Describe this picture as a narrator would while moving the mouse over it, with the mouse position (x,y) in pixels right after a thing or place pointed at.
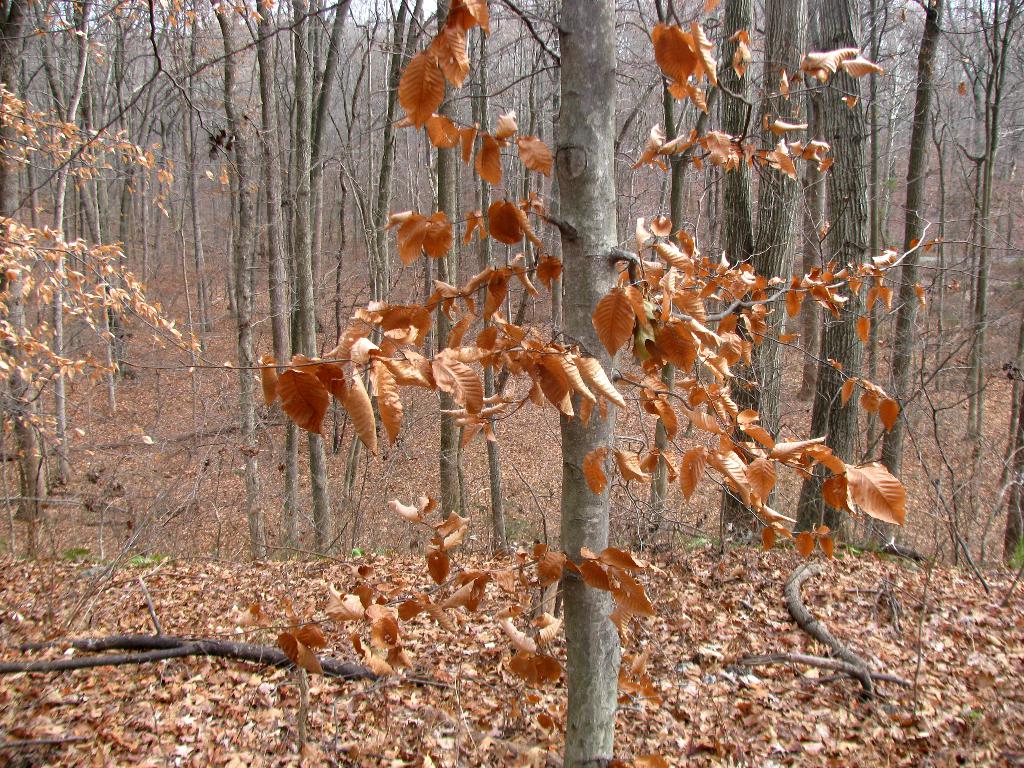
In this picture we can observe some dried leaves (411,334) to the trees (57,156) which were in brown color. There are some wooden logs (222,654) and leaves (249,618) on the ground (884,706). In the background (367,178) there are some trees (378,136).
